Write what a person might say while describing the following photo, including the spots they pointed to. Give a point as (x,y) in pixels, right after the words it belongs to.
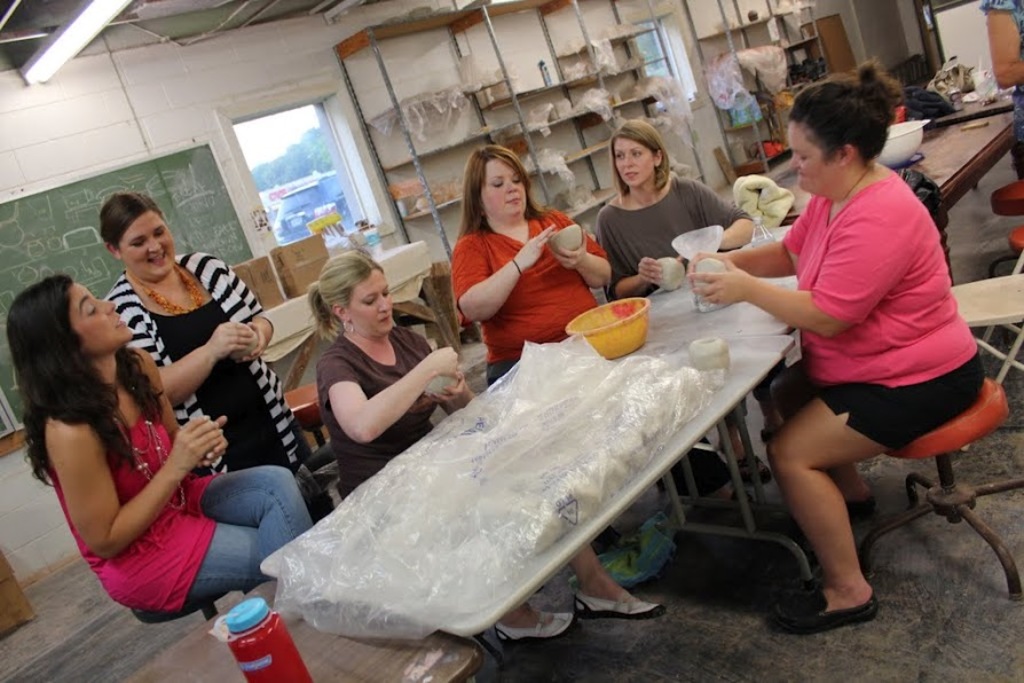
In this image we can see few people (877,338) sitting. One lady (190,319) is standing. They are holding something in the hand (721,291). There are tables (946,166). On the table (728,368) there is plastic cover (557,430), bowl (643,310) and some other items (924,112). In the back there is a door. Also there are cupboards (640,88). And there are some items (553,156) in the cupboard (634,93). Also there is a board (64,238) on the wall (79,122). There is a bottle (243,622) at the bottom (258,626). Also there are stools (1022,236).
